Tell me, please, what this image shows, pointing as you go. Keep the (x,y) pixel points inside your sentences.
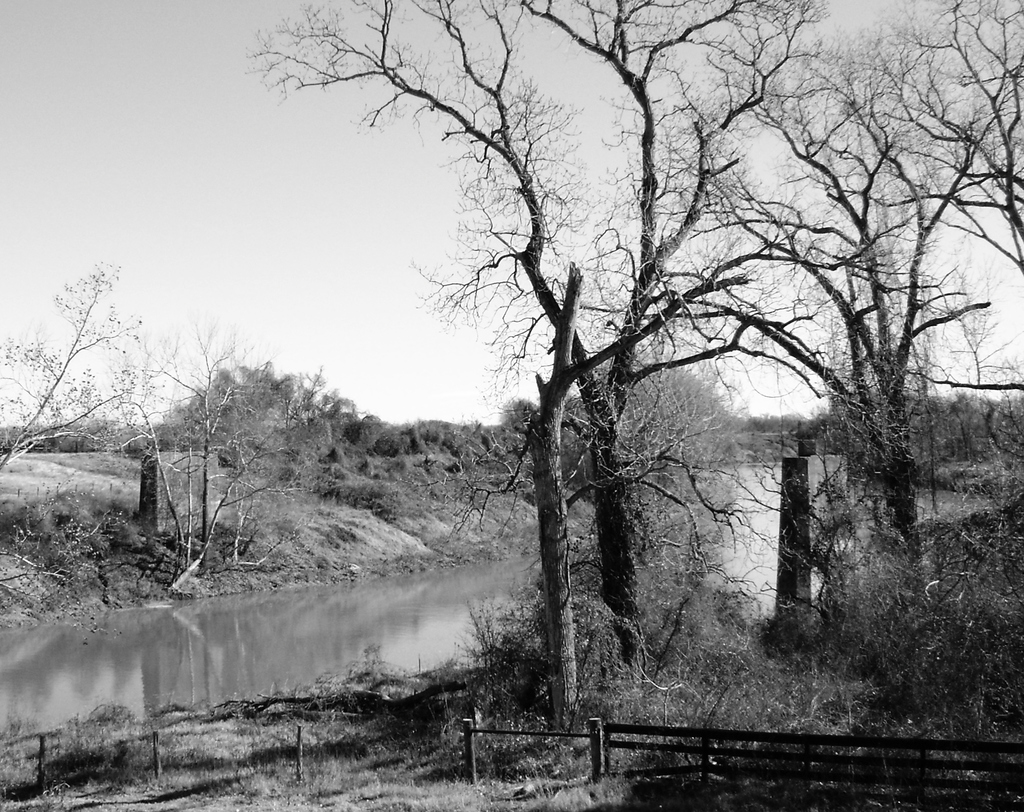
In this black and white picture we can see a river (404,591) surrounded by trees (621,463), bushes (518,653) & plants (297,464).
